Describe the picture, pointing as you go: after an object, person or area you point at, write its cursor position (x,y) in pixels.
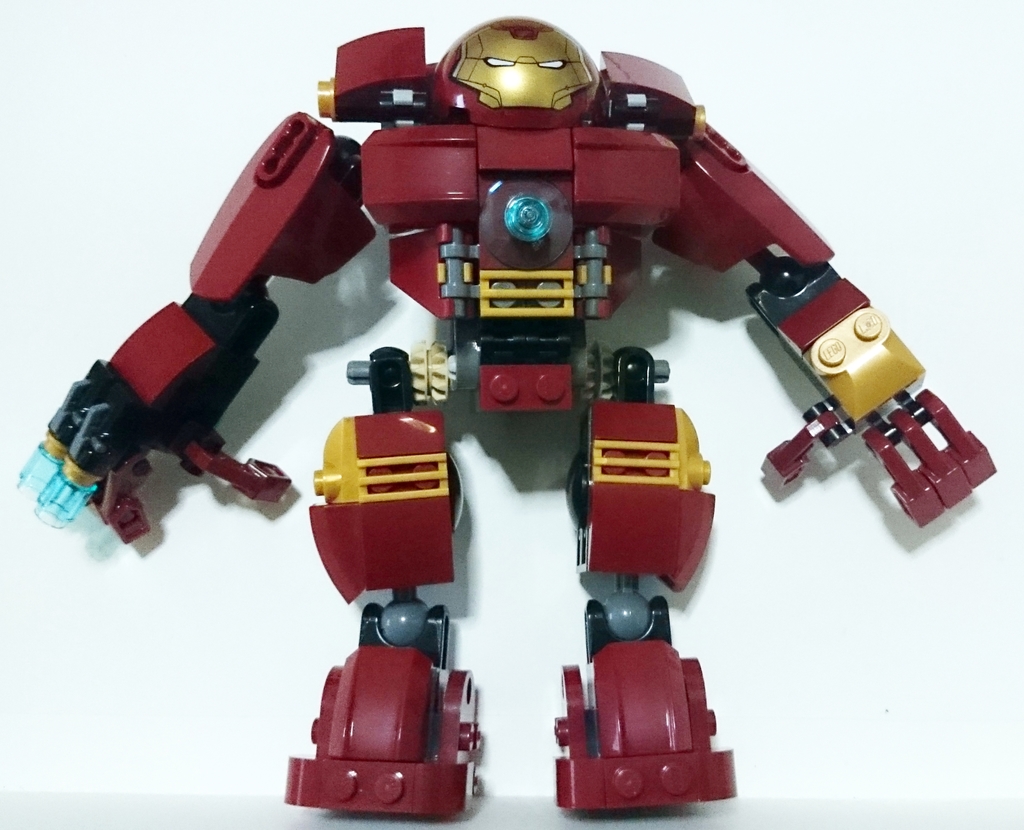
In this image we can see one red color Lego robot (370,452) and there is a white background (169,663).
